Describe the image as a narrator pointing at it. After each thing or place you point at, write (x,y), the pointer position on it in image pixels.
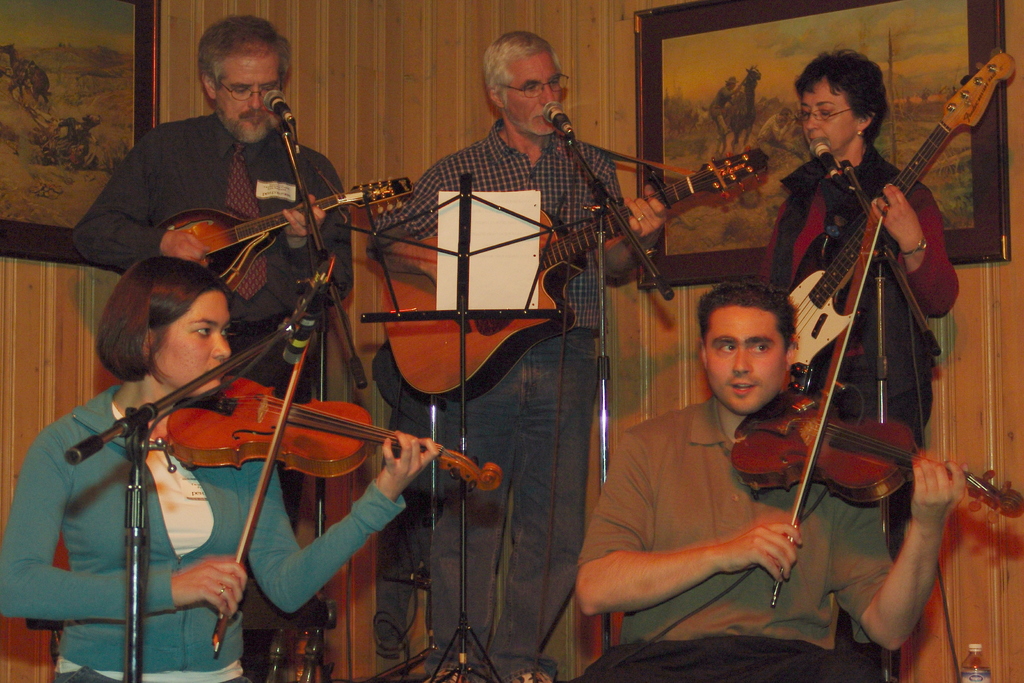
In this picture we can see five persons (208,317) playing musical instruments (527,331) such as guitar (425,285), violin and singing on mics (312,317) and in background (295,63) we can see wall (593,53) with frames (673,142).
